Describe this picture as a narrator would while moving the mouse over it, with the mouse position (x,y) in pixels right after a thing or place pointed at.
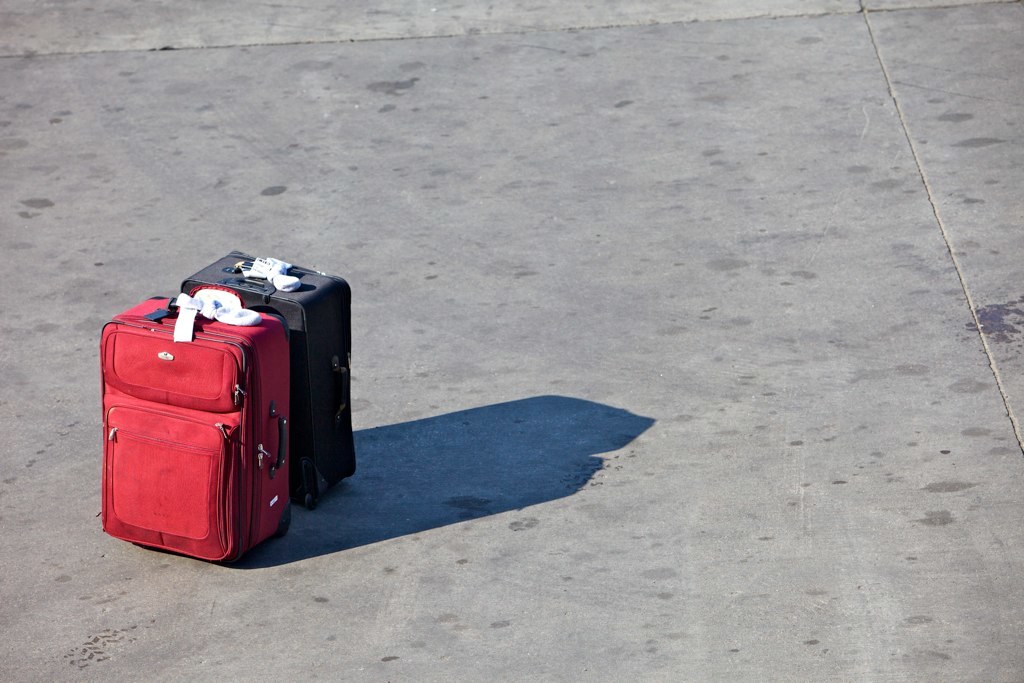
In this picture two luggage (214,507) kept on the floor (458,528).
